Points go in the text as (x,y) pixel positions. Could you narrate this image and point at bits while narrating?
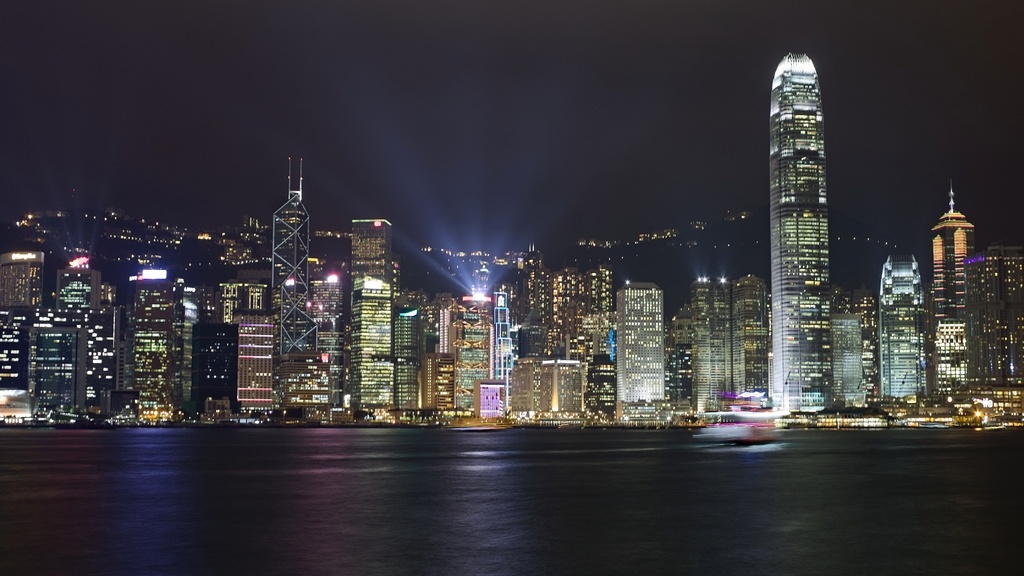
In this picture there are buildings (387,334) in the background (387,334). In the front (504,490) there is water (577,539).
